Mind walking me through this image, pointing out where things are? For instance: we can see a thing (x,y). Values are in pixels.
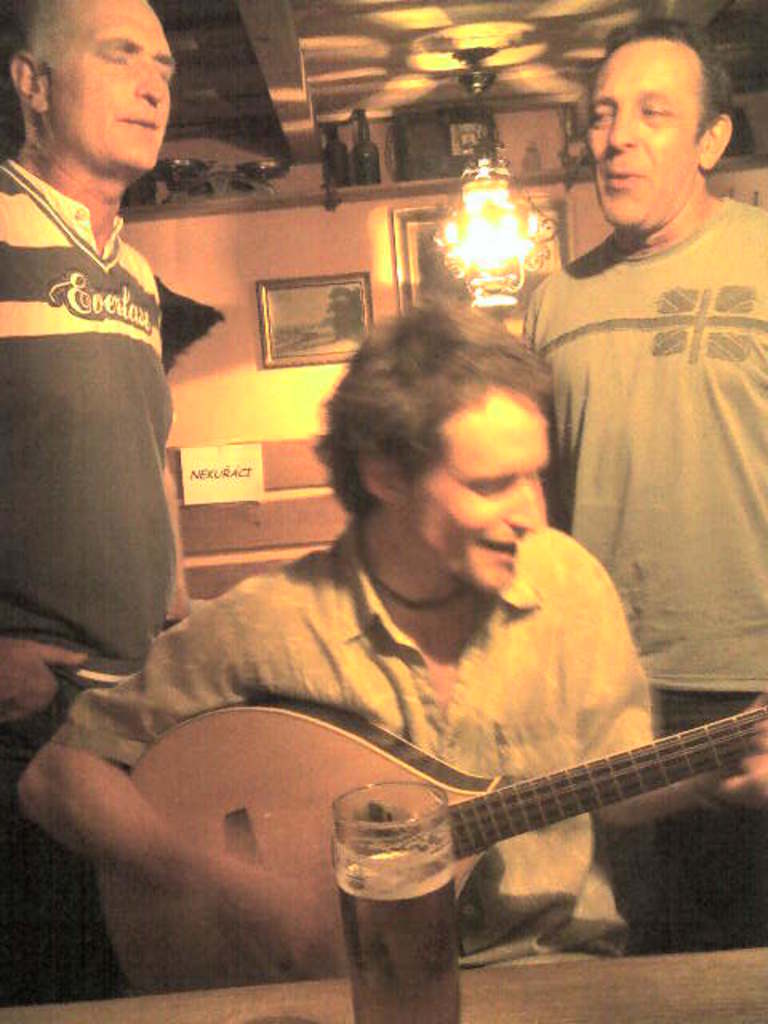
There are three members (557,416) in this picture. Two of them (56,334) was standing. One of the guy (533,561) is sitting and playing a guitar (322,801) in his hands (756,760). In front of them there is a table (522,995) on which a glass (395,915) was placed. In the background (526,301) there is a chandelier (461,252) and a photo frame (320,279) attached to the wall (244,254) here.
